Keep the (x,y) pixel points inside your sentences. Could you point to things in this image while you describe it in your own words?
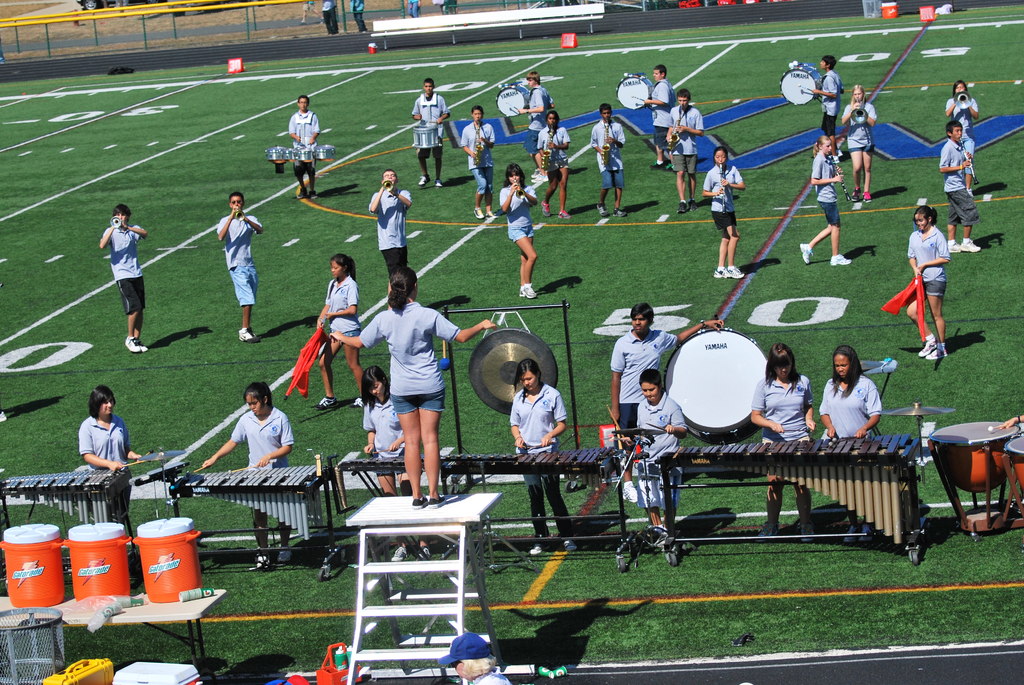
In this image I can see number of people (758,396) are standing, I can also see most of them are holding musical instrument (878,368). Here I can see a ladder (473,502) and in the background (356,23) I can see few more people (408,14) and a bench (414,28).
